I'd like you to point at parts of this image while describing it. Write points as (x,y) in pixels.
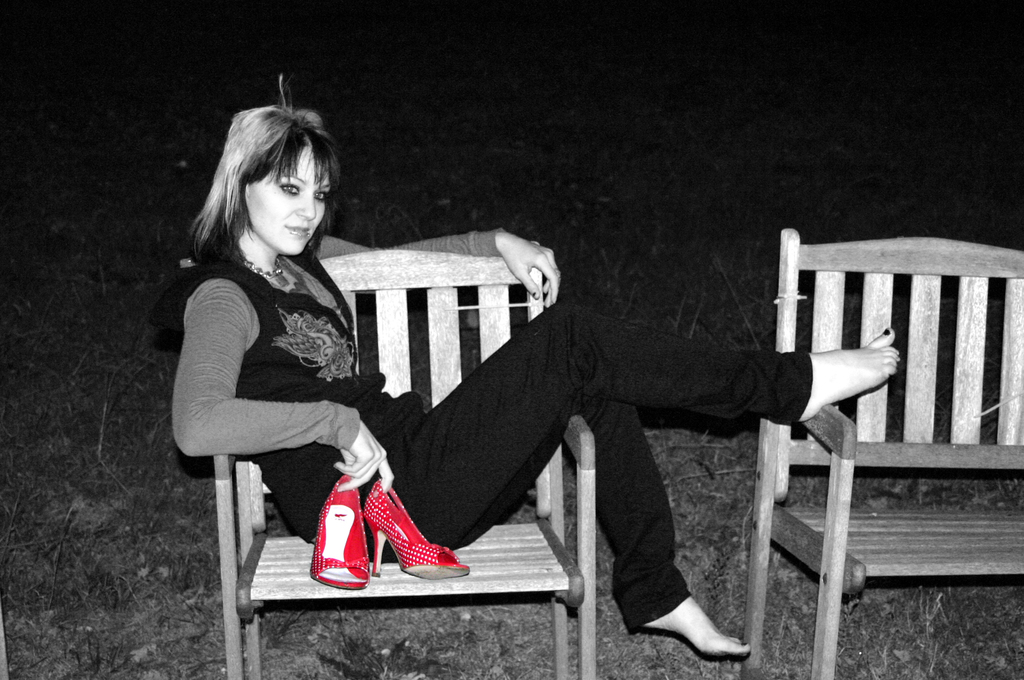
In this We can see a girl (265,378) sitting on the chair (386,578) and holding a sandal (422,546) in her hand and wearing black jeans (517,393) and a jacket (314,325). And necklace (268,274) in their neck (265,271) and another leg (839,368) placing on the other chair (872,418).
